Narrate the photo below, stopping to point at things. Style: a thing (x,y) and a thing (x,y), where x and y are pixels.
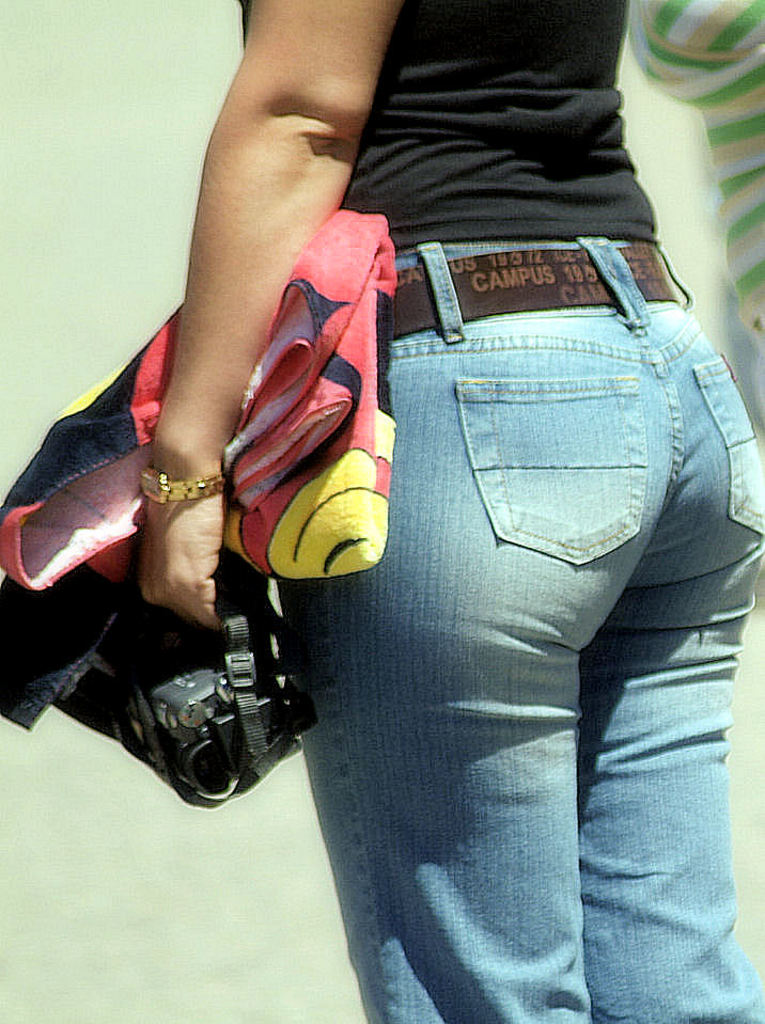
In this image there is a person (477,279) standing and holding an object (227,563) and a cloth (353,438), beside her there is another person (715,104).
